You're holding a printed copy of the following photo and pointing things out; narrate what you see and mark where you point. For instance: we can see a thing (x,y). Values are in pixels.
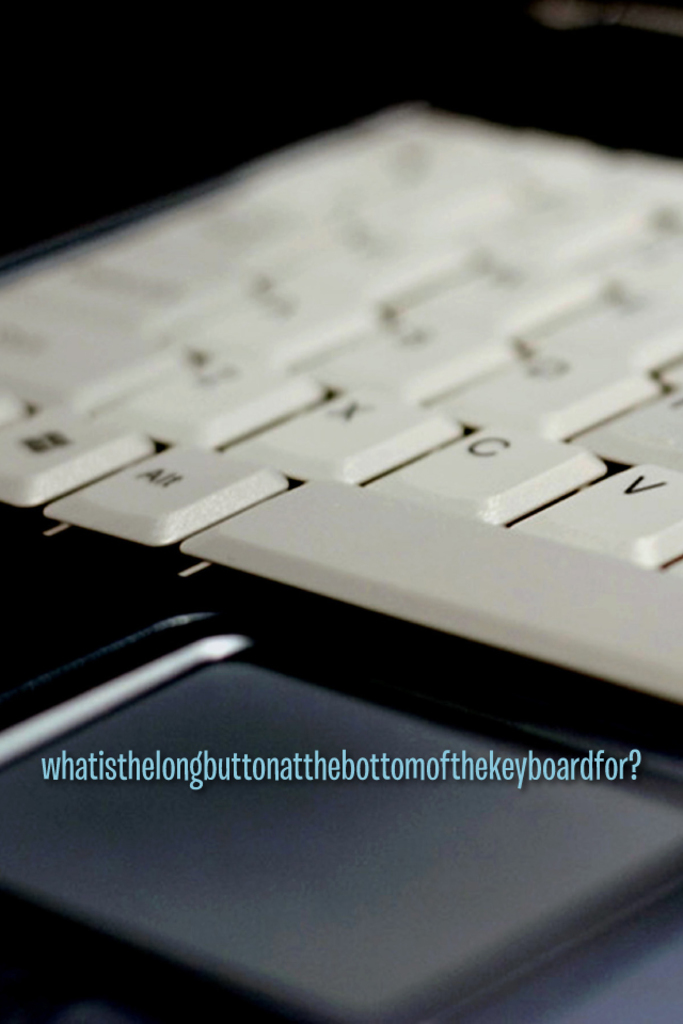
This is a zoomed in picture. In the center (334,528) there is a white color keyboard (464,388). In the foreground (590,818) there is a black color object (201,823) and we can see the text (611,775) on the image.
